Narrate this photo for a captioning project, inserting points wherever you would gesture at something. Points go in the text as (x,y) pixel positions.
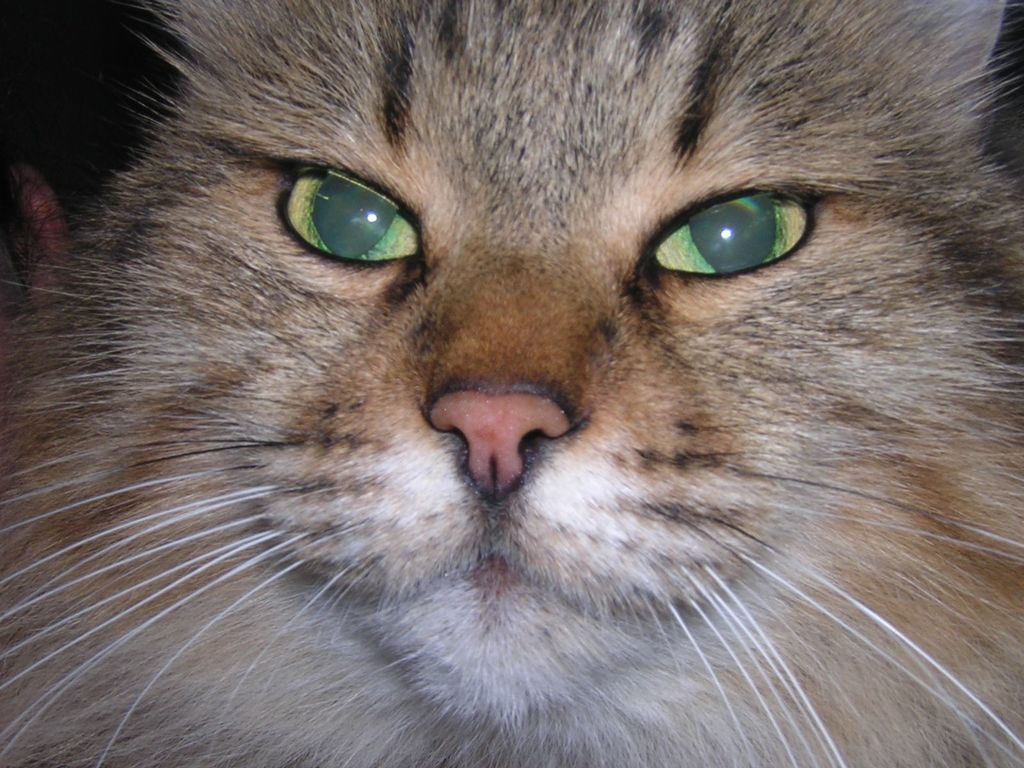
In this image there is a face (248,377) of a cat (248,460).
